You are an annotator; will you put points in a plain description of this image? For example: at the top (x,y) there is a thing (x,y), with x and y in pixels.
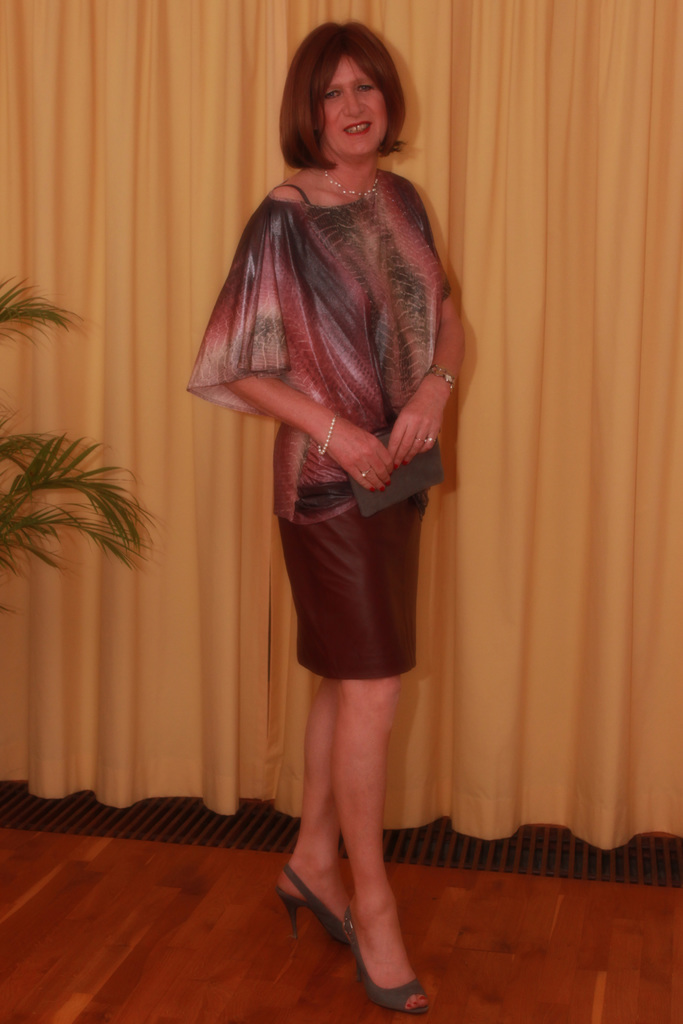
In this image, we can see person (306,264) standing and wearing clothes (413,542). There are leaves (55,313) on the left side of the image (36,466). In the background (78,336), we can see curtains (618,665).
